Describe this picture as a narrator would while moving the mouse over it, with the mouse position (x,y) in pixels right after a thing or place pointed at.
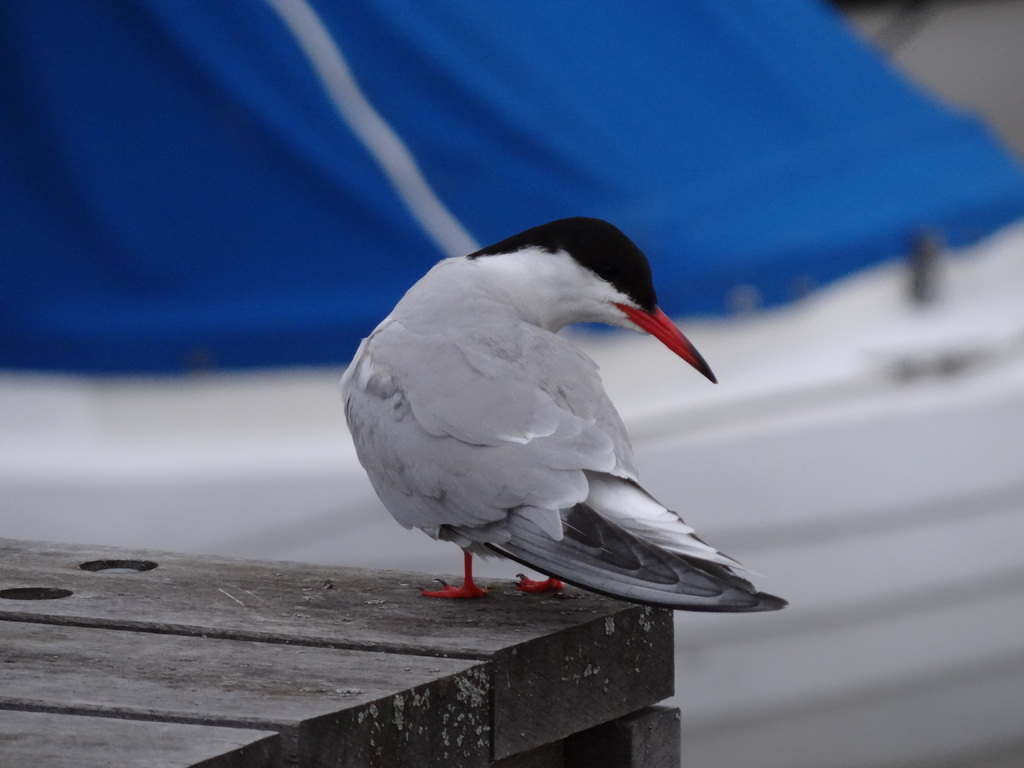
In this picture we can see a bird (557,322) standing, at the left bottom (84,680) there is a wooden surface (139,689), we can see a blurry background (124,492).
